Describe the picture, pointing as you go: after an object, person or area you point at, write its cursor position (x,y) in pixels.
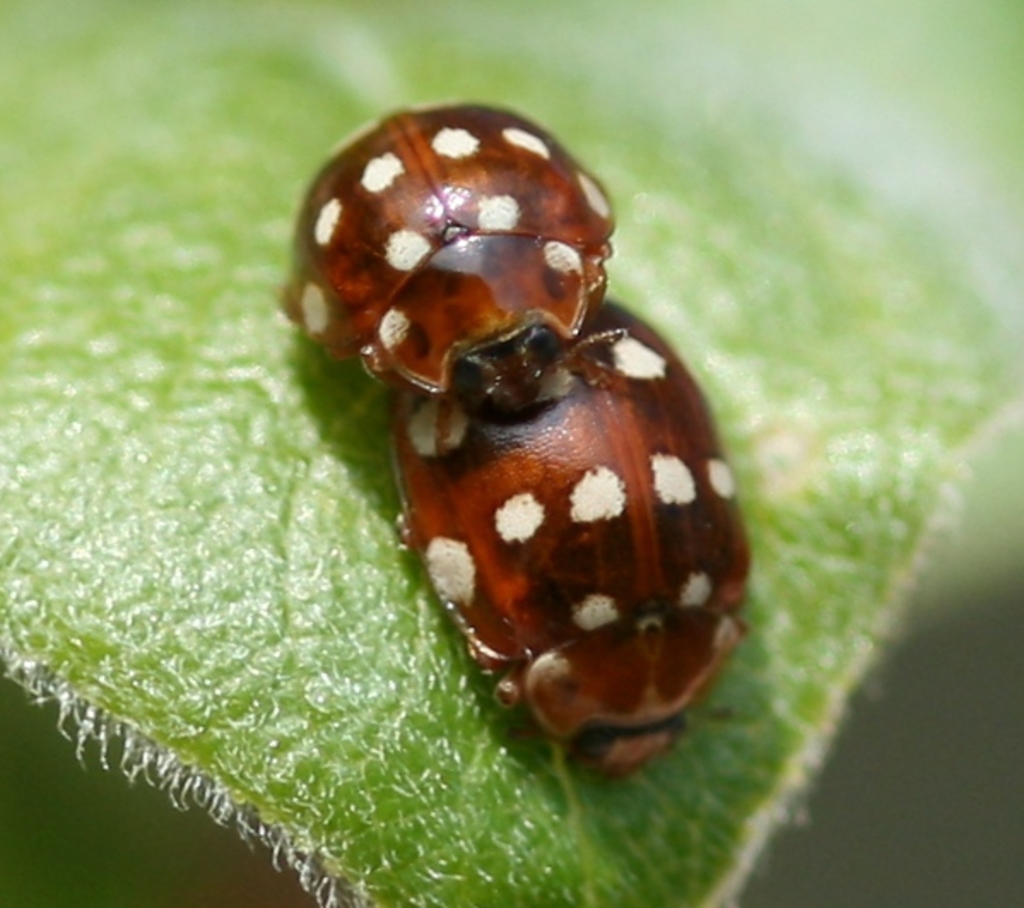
In the center of the image (592,495) we can see bugs (507,475) on the leaf (31,477).
